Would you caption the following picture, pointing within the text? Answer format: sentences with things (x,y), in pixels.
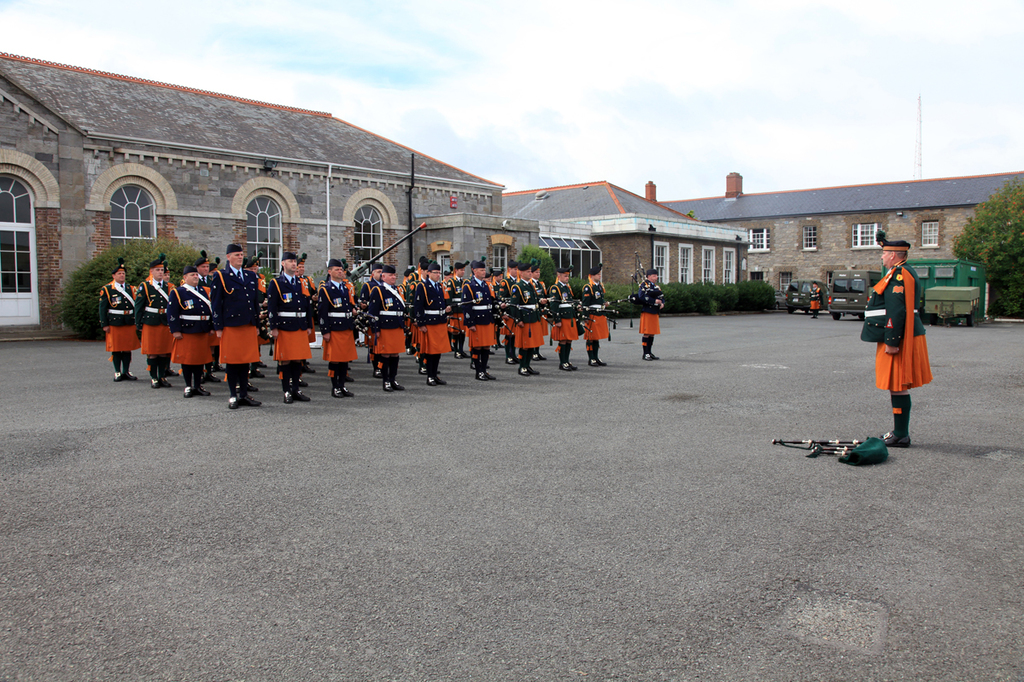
In this image, there are a few people (566,311). We can see the ground (788,420) with some objects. We can also see some houses (363,172) and vehicles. We can see some plants (699,293) and trees (1020,300). We can also see the sky (587,147) with clouds (475,57). We can also see a tower (921,125) on one of the houses (926,213).
